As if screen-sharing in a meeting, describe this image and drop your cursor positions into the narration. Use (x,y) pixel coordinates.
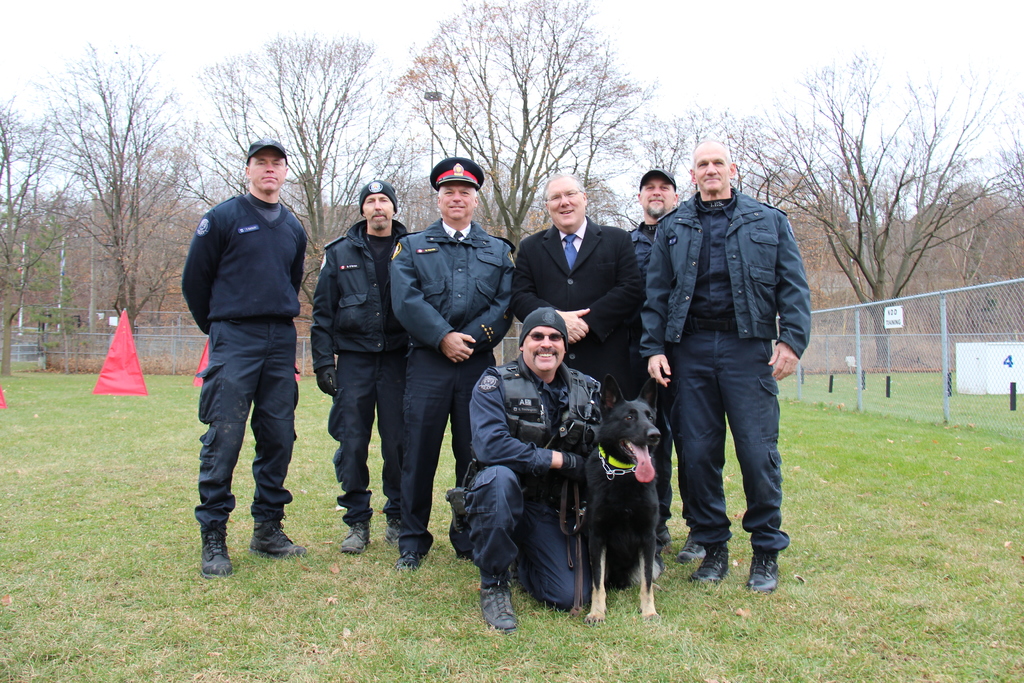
Here we can see a group of people (387,183) are standing on the ground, and here is the dog (629,415), and at back (364,95) here is the trees (475,80), and at above here is the sky (216,51).
